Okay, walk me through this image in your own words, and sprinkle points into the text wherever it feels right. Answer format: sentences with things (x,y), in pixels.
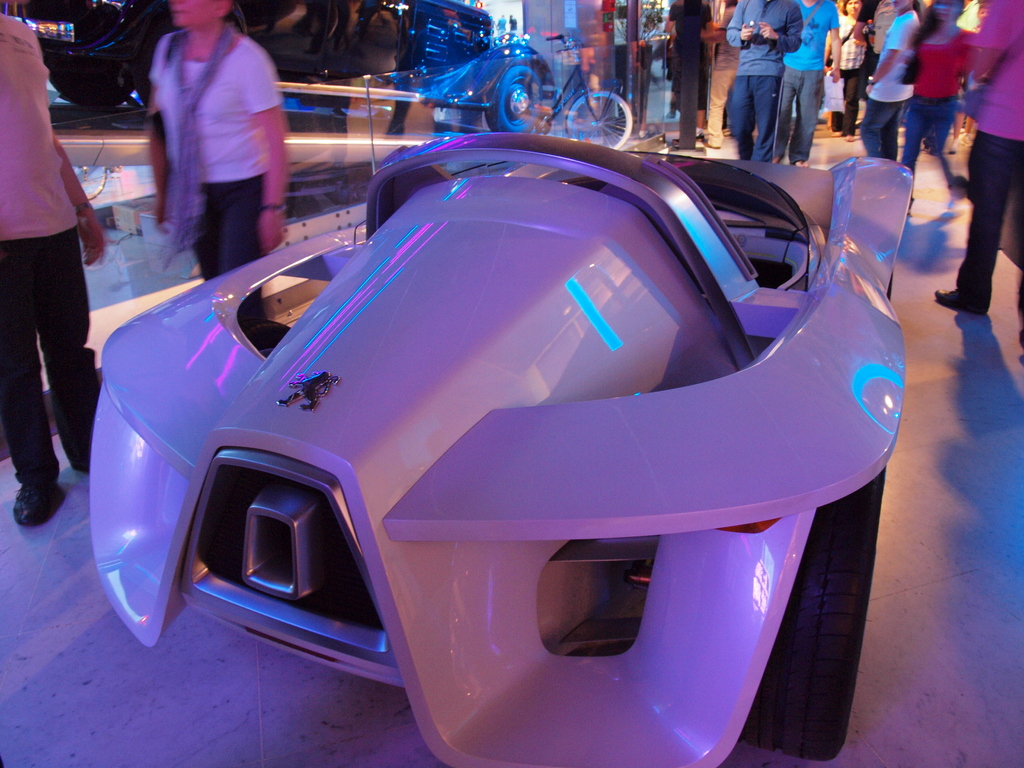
In this picture we can observe a car (454,471) which is in white color. This car (363,410) is on the floor (922,352). We can observe some people (252,139) standing in front of the car (869,327). There is a bicycle (564,111) in this picture.
